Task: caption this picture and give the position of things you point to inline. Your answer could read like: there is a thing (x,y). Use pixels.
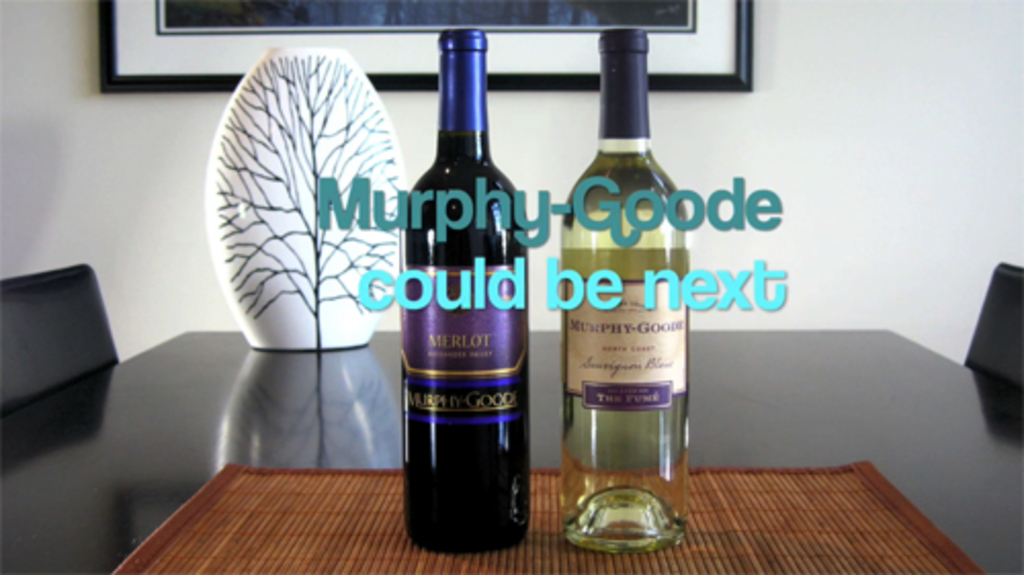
There are two bottles (460,135) and a decorative item (243,135) on the table (121,381). These are the chairs (1005,302). On the background (923,208) there is a wall (33,27) and this is frame (522,34).
